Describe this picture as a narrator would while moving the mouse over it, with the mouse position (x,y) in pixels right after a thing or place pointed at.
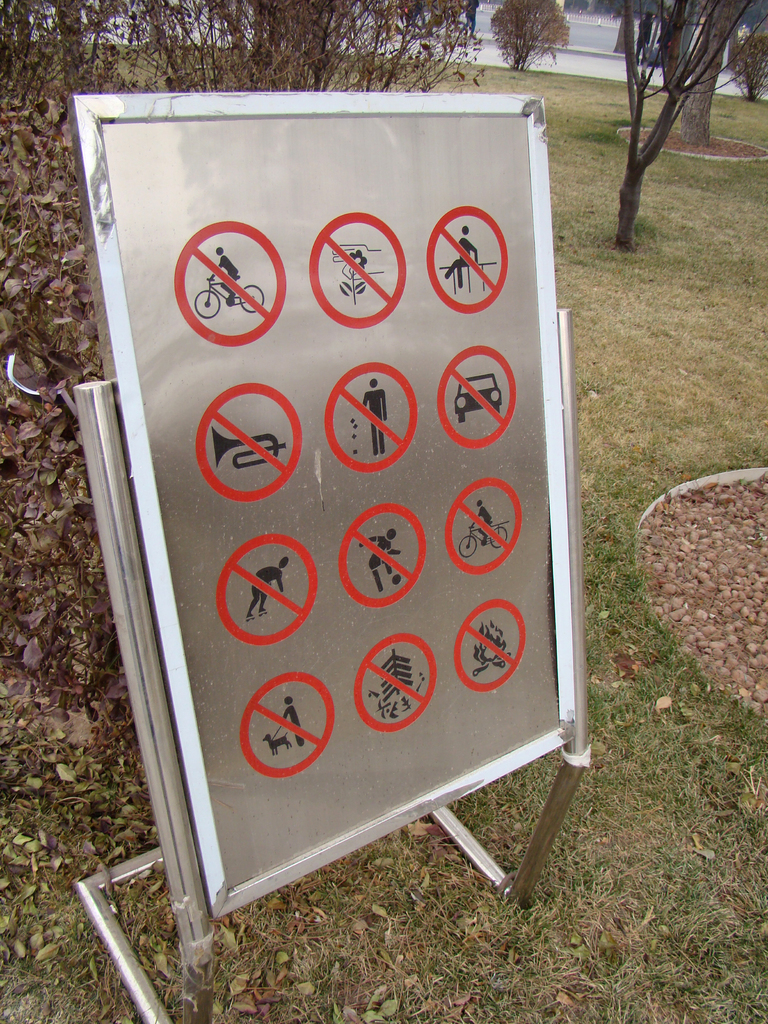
In this image we can see a board (505,472) containing some signs (489,390) is placed on stand (523,895) kept on the ground (547,877). In the background (649,104), we can see a group of trees (196,81) and grass (591,281).
